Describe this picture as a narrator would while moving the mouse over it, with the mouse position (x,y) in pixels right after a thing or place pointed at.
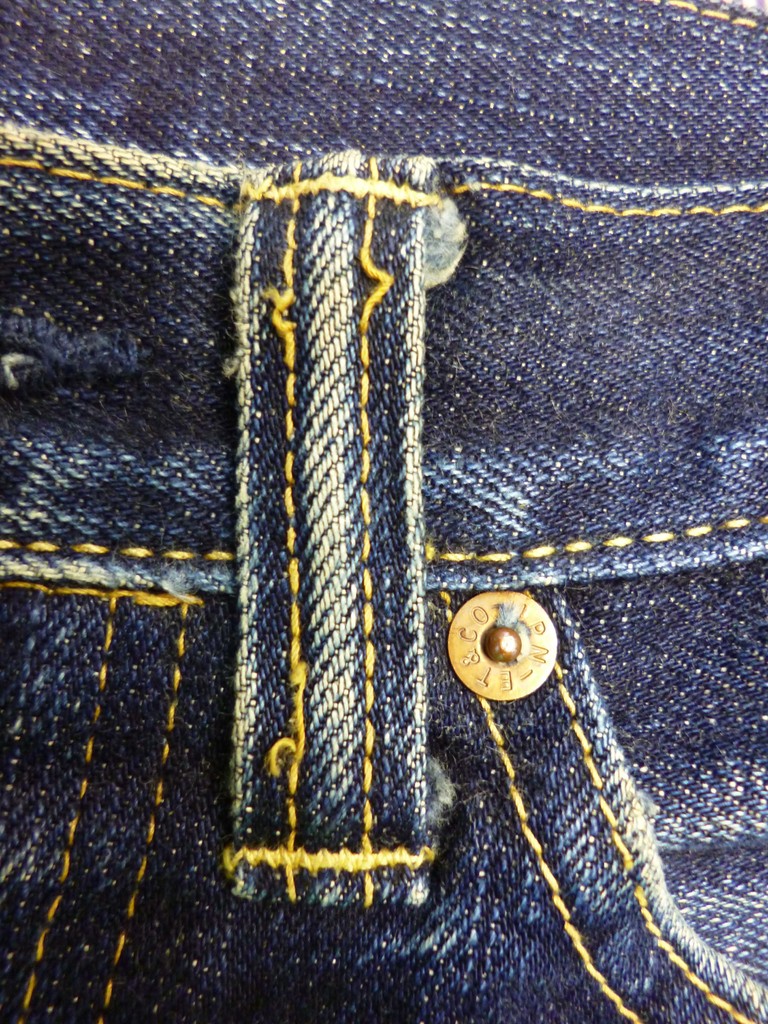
In this image there is a jeans (333,859).
